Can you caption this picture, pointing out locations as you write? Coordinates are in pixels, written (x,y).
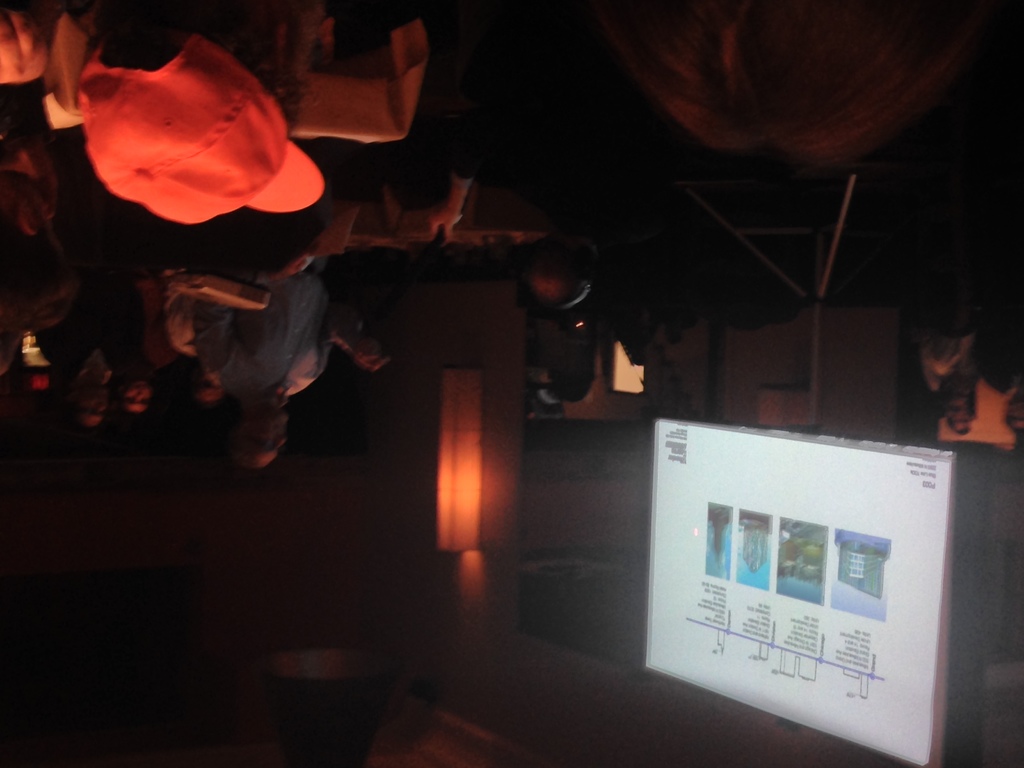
In this upside down image, in the bottom right (797,599) there is a board (752,503) on a tripod stand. There are pictures (752,584) and text (853,637) displayed on the board (802,657). At the top (247,148) there are people (878,103). Behind the board (674,655) there is a wall (340,610). The image is dark.
